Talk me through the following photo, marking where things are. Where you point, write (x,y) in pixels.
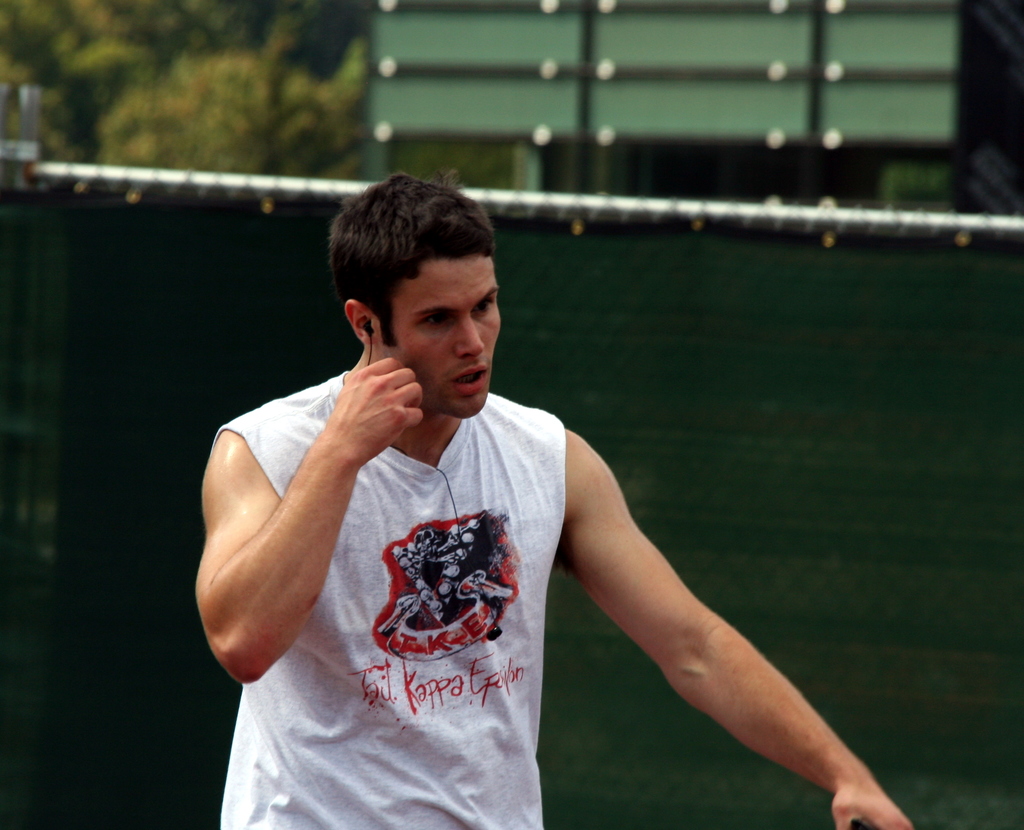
In this image I can see a person (429,595) wearing white colored dress (393,623). I can see the blurry background (605,321) which is green in color.
